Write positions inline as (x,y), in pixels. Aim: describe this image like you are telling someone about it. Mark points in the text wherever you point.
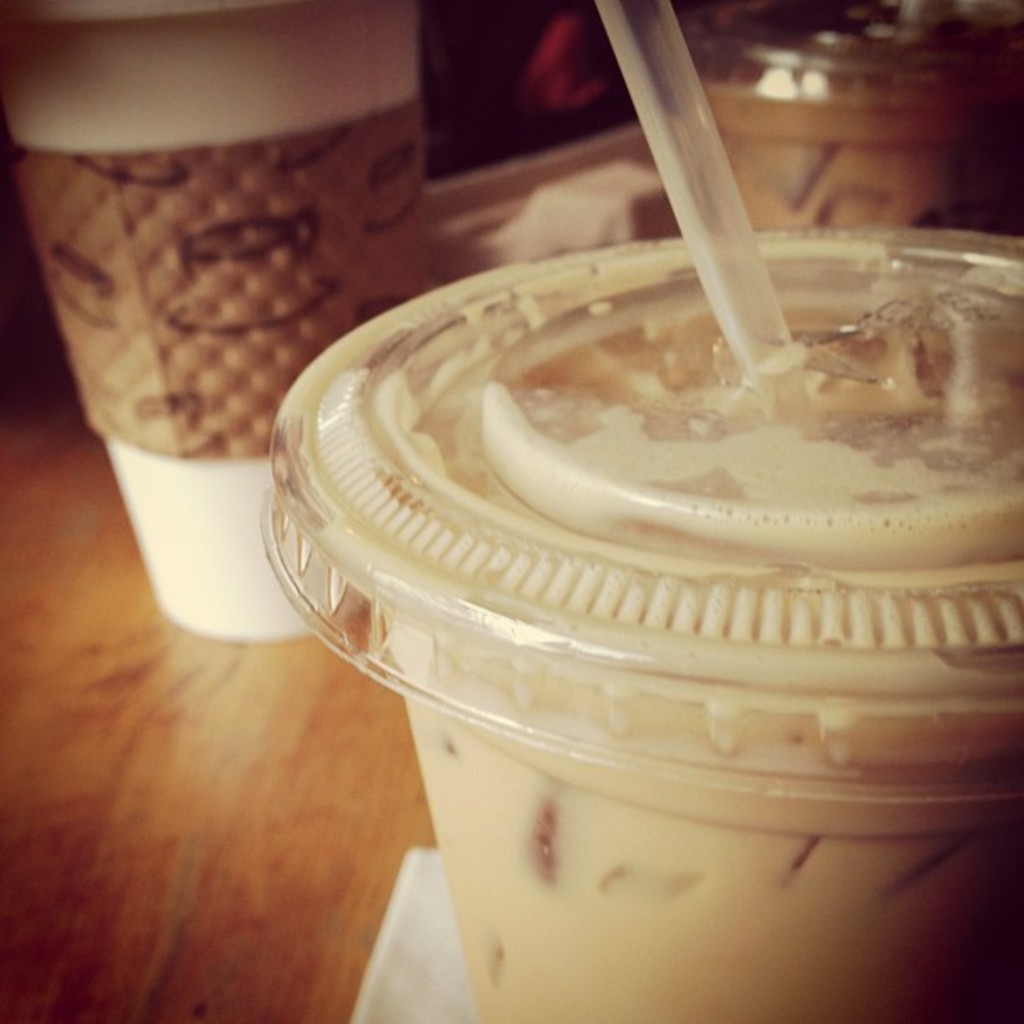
In this picture we can see a few cups (532,1020) and a straw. There are few vessels (874,211) in the background (942,185).
